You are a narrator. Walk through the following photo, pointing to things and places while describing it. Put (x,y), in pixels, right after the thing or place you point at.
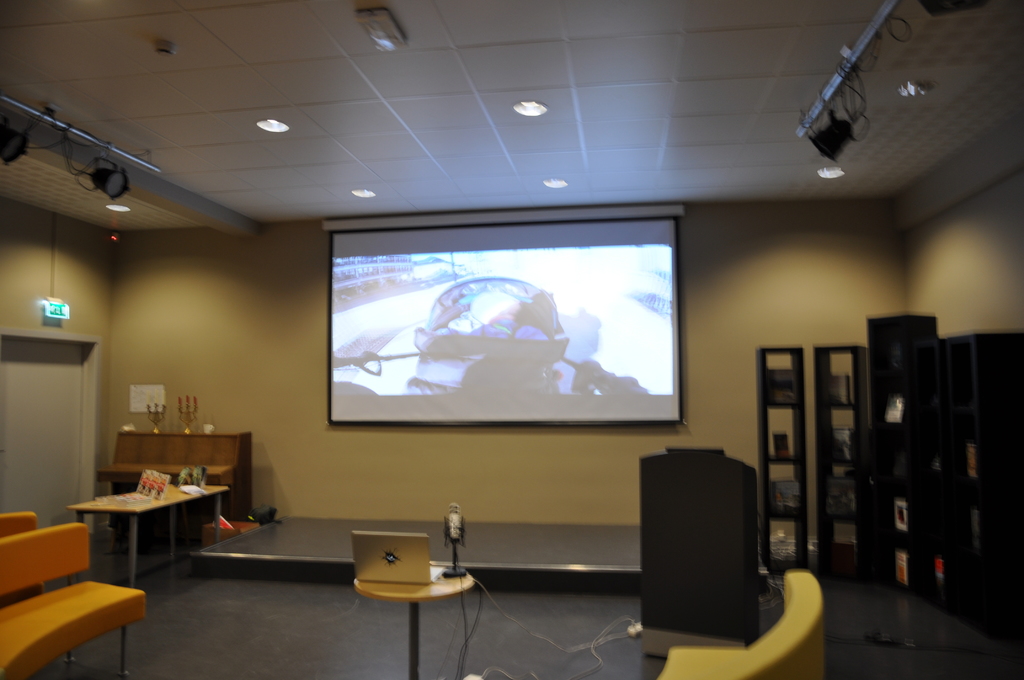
This image is taken indoors. At the bottom of the image (285,615) there is a floor (505,596). On the right side of the image (942,451) there are a few cupboards (883,456). On the left side of the image (8,626) there is an empty bench (73,553) and a table (132,543) with a few things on it. In the middle of the image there is a table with a laptop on it and there is a couch (726,653). In the background (548,286) there is a wall (165,345) with a projector screen (525,328) on it. At the top of the image (310,169) there is a ceiling (562,113) with lights (524,105).
